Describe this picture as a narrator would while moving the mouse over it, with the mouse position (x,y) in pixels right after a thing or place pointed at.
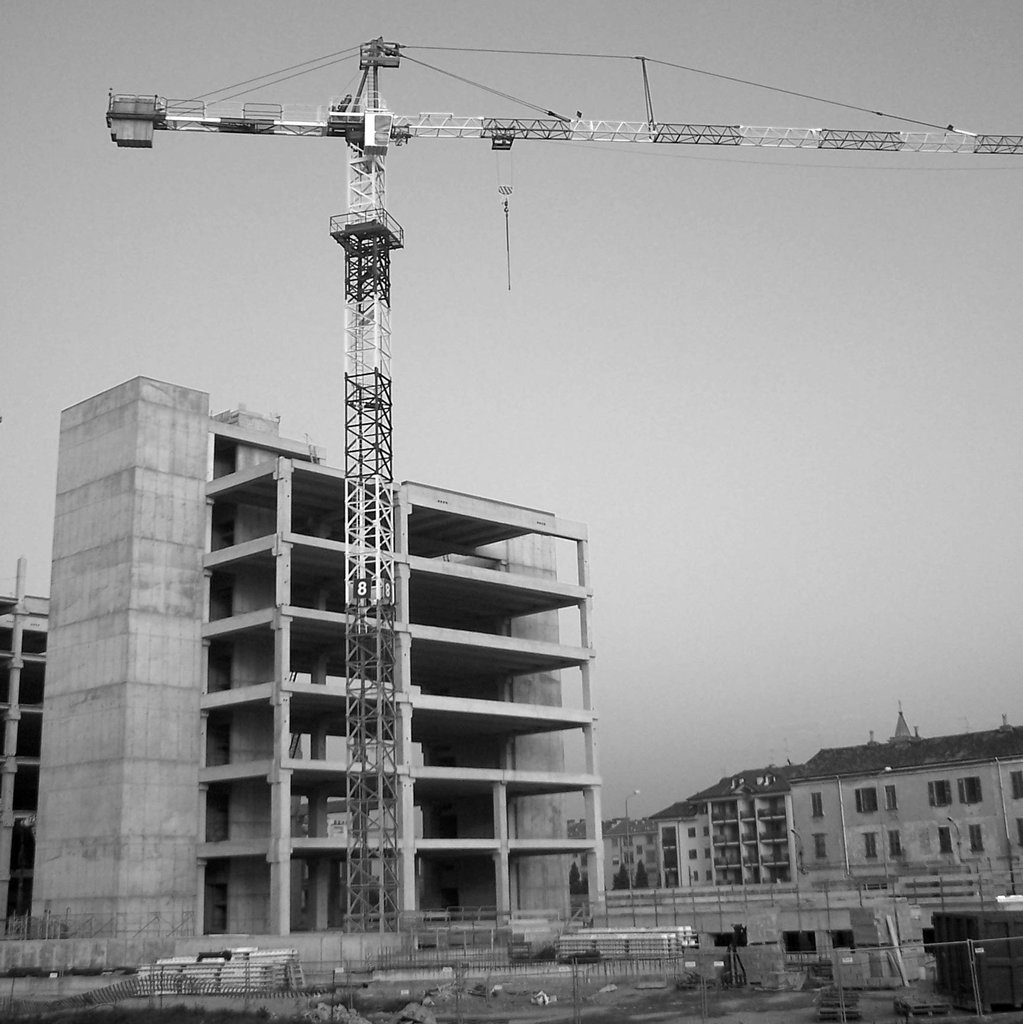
In the picture we can see a construction site (451,1011) with a construction building (221,695) and near it, we can see a tower pole (349,822) with a construction equipment (140,104) on top of it and beside the building (232,655) we can see another building (721,801) with some floors (716,825) and windows (723,850) to it and behind it we can see a sky (607,671).
